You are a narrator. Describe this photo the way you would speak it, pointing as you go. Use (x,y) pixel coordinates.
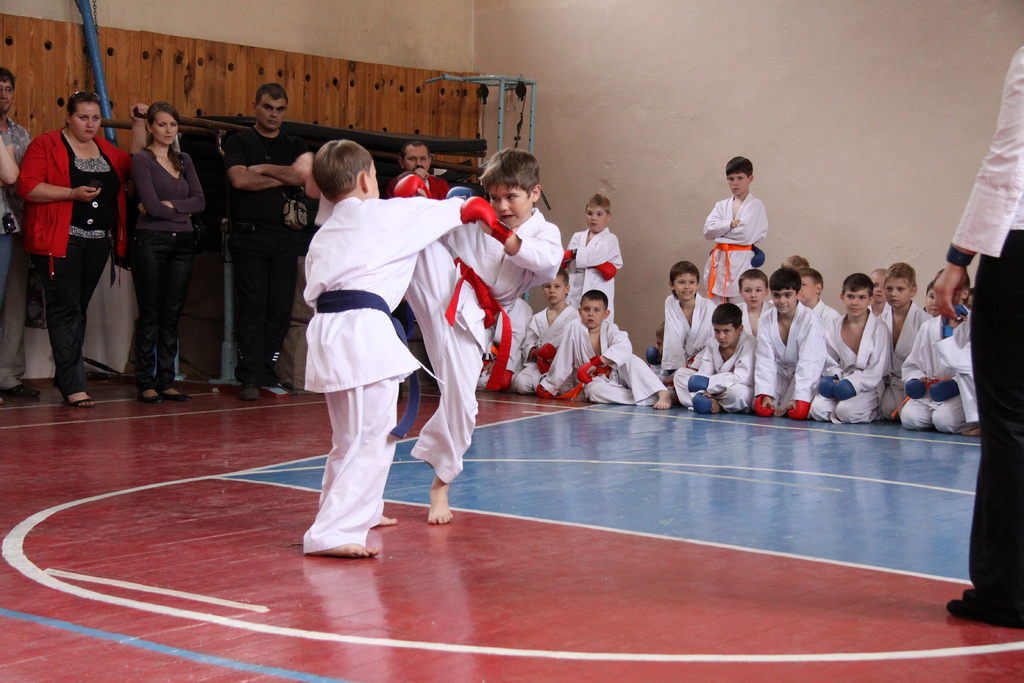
In the image we can see there are many children's (753,317) wearing clothes (774,377) and gloves (491,229). There are even people (182,235) standing and watching these two children's (410,316). This is a floor (599,529), wooden sheet (359,94), pole (89,9) and a wall (741,95).
